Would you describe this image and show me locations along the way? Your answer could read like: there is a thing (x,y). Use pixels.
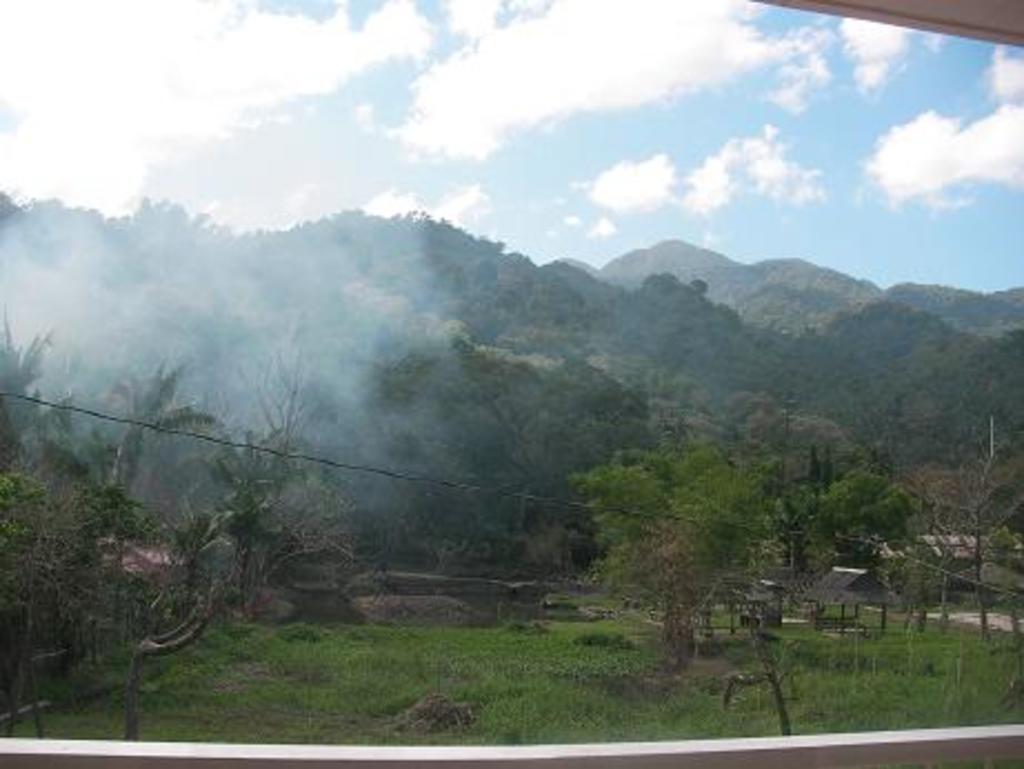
In the image in the center (493,481) we can see glass (540,675). Through glass (304,435), we can see grass (453,671), plants (558,547), trees (575,524), huts (864,598), wires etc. In the background (519,149) we can see sky (378,140), clouds (576,90), mountain (790,295) and trees (626,322).
